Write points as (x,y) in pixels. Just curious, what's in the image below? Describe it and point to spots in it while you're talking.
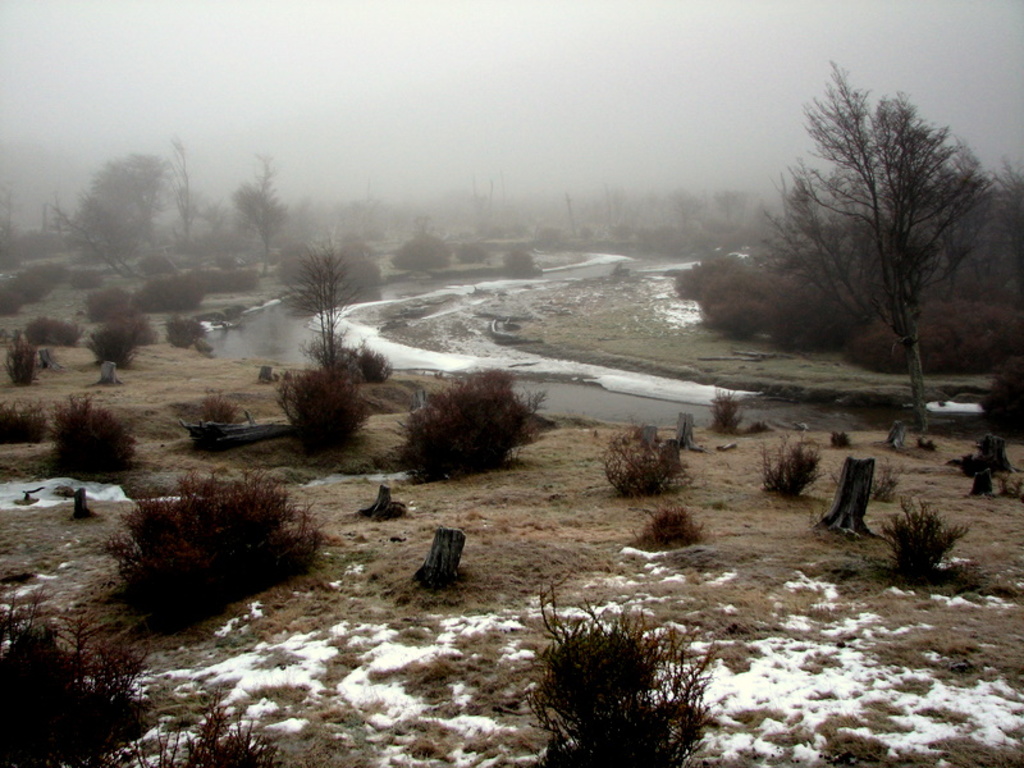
In the foreground of this picture (505,568), there are plants (599,735), snow (800,696) and the ground (752,509). In the background (572,380), there is a river (567,271), trees (953,205), and the sky (256,83) covered with fog (570,112).
